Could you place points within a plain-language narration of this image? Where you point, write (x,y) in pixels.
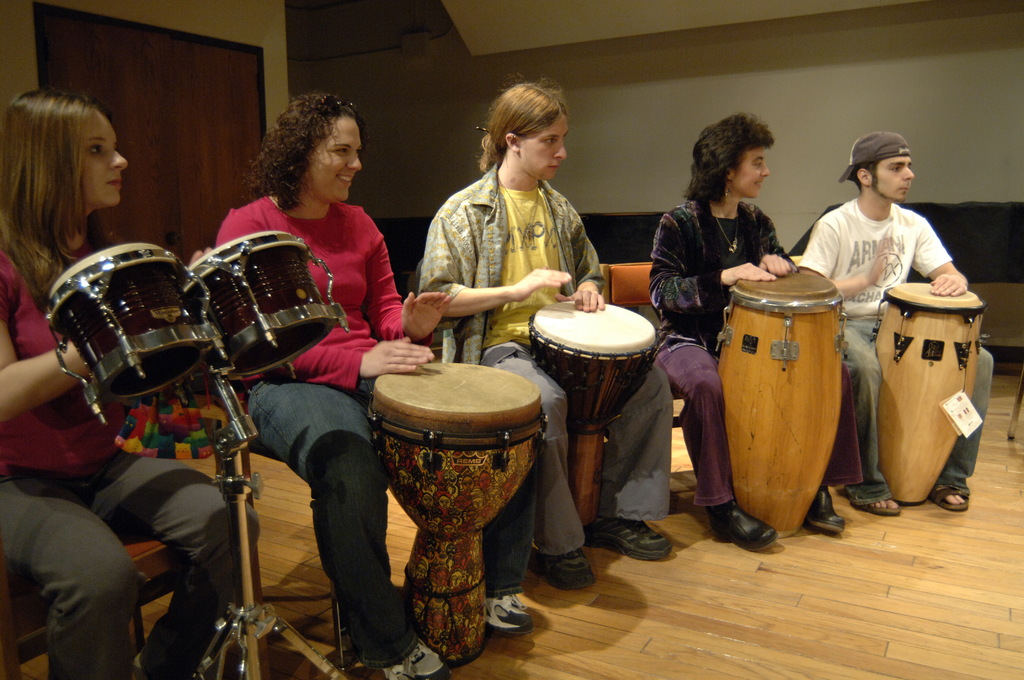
In the picture there are total five people (690,406) sitting on the chair (621,302) and all of them are playing different kind of drums (823,312), in the background (649,52) there is a wall (648,79) to the left (196,62) there is a door (175,88).
